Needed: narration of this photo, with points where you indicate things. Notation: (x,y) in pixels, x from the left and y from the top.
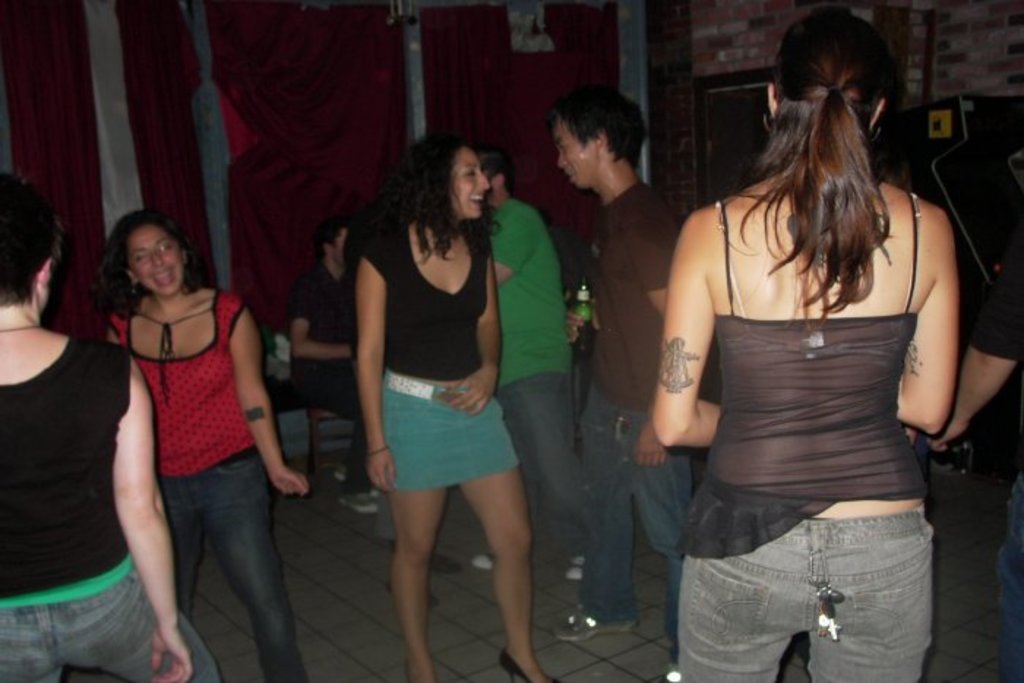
In this image, we can see people (667,390) and one of them is sitting on the chair (328,415) and we can see a person (599,328) holding a bottle (588,305). In the background (268,84), there are curtains (528,88) and we can see a board (723,121) on the wall (717,26). At the bottom (323,606), there is a floor (321,626).
